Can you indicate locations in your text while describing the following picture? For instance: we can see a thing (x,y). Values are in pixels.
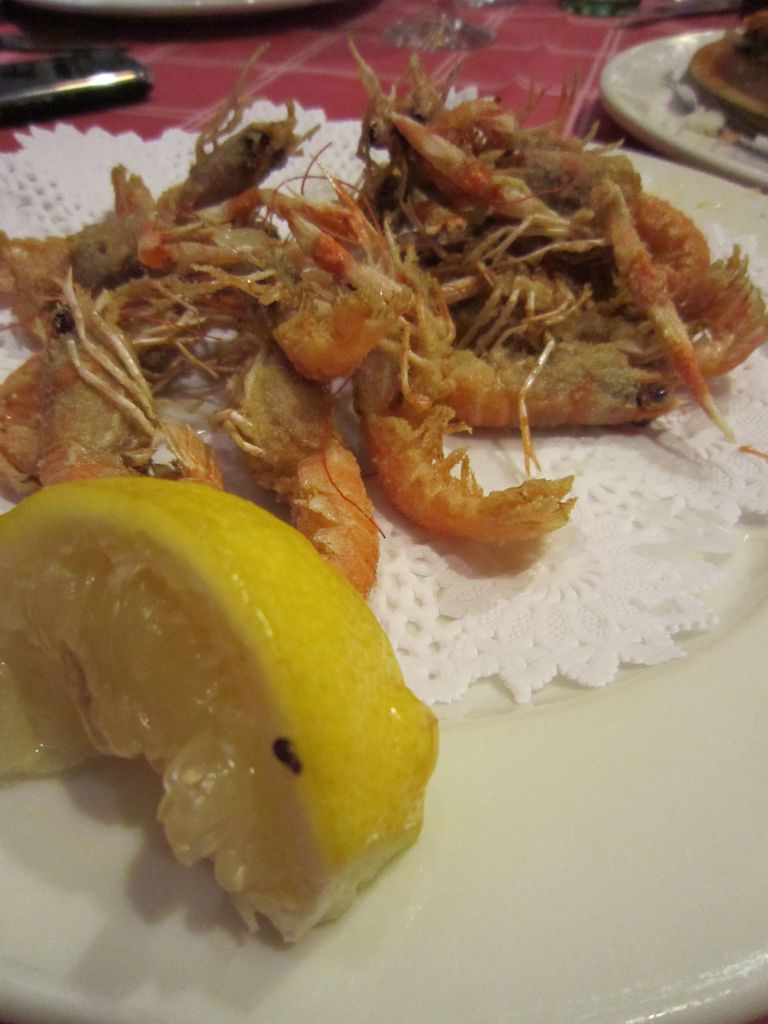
In this picture we can see some eatable item (394,319) placed in a plate (602,706), side we can see one more plate (679,95), which are placed on red cloth (380,55).
